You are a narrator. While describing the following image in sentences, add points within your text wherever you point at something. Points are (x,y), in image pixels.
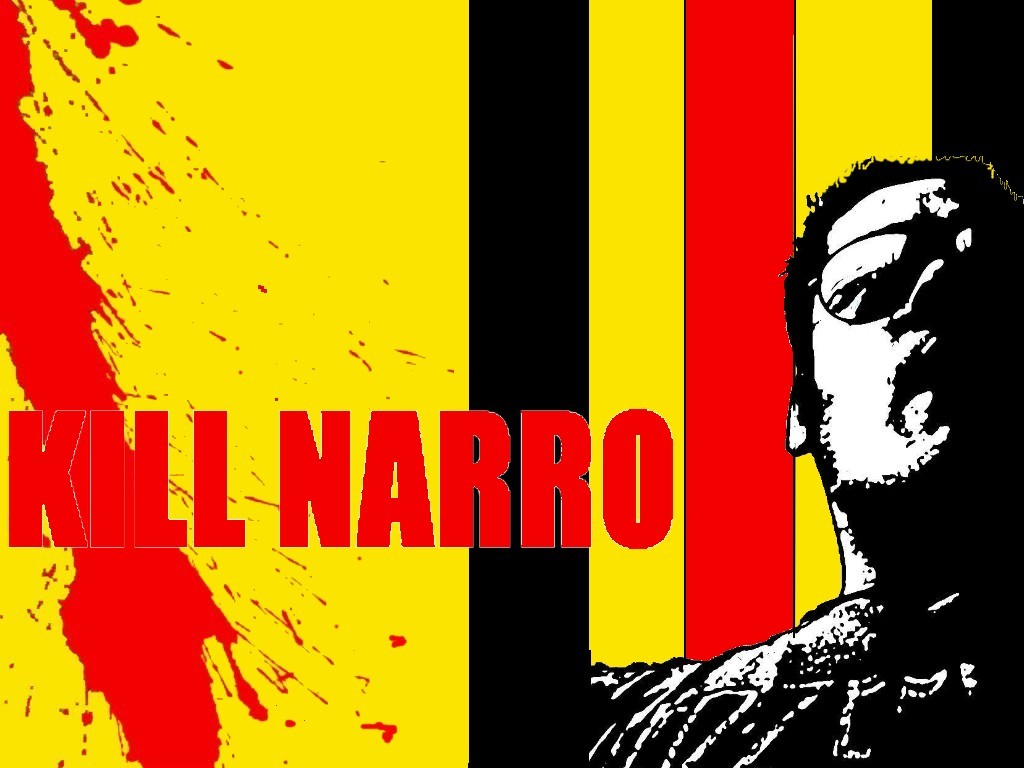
In this picture I can see there is a poster (882,163) and there is an image (831,642) of a person (740,656) at right side (823,690), the poster (280,386) is in yellow, black and red color and there is something written on the image.
